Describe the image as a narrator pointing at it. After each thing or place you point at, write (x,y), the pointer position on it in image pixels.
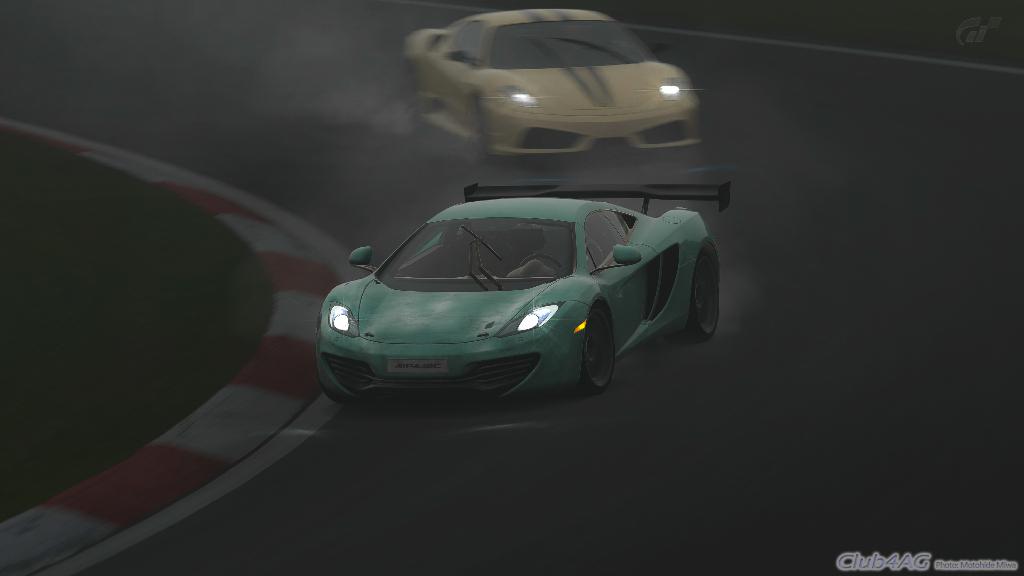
In this image we can see two cars (562,275) on the road (643,369). We can also see some grass (152,355).
